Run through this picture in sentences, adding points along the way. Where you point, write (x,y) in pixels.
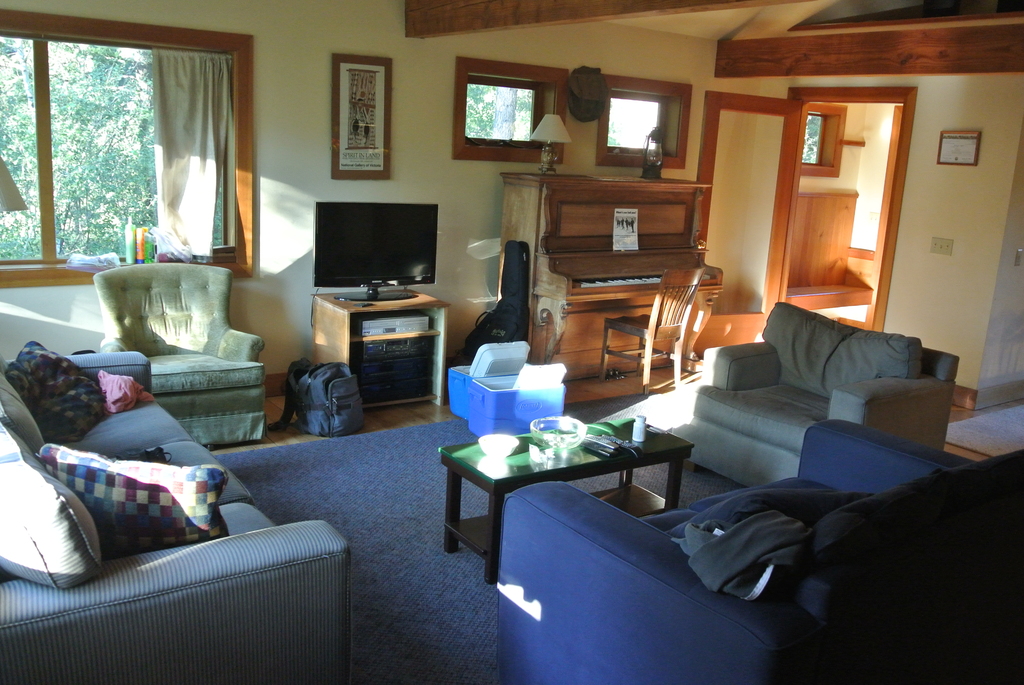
Here we can see a chair (768,399) on the floor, and here is the sofa (243,485) and pillow (109,483) on it, and here is the table (452,497) and some objects (566,443) on it, and here is the television (382,229), and here is the wall (330,67) and photo frame (366,70) on it, and here is the window (57,160), and here is the piano (626,277), and here is the door (790,201).
